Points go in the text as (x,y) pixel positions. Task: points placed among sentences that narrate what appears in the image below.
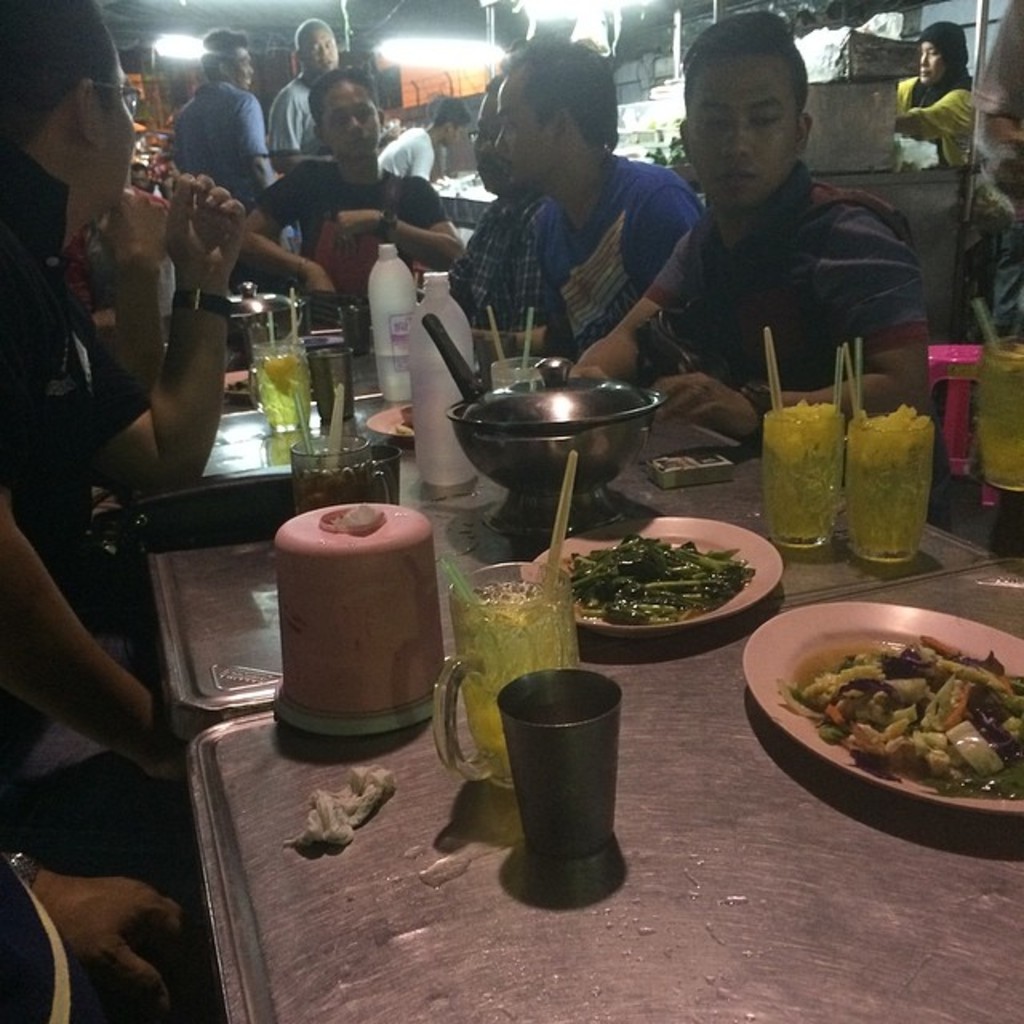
There are many people (272,216) sitting. In front of them there are tables (758,879). On the tables (418,850) there are bottles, plates (768,697) with food items (682,565), vessels (502,440), glasses (783,442) with some item (801,444) and straws (558,593). And there are many other items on the tables (530,552). In the back (565,4) there are many people (227,39) and lights (475,59).
